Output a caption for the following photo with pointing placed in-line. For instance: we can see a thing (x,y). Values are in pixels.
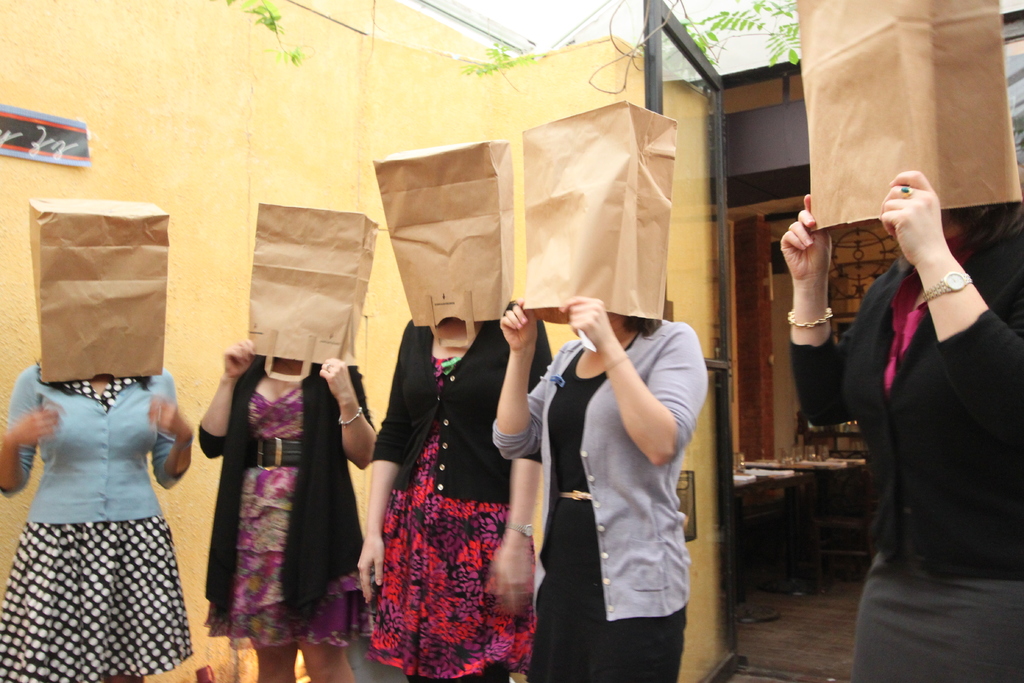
In this image in front (609,376) there are people (599,537) standing on the floor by wearing the bags (341,230). Beside them there is a wall (80,97). Behind them there is a door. On the backside (814,483) there are tables (792,520) and on top of the tables (787,469) there are few objects (817,453).
